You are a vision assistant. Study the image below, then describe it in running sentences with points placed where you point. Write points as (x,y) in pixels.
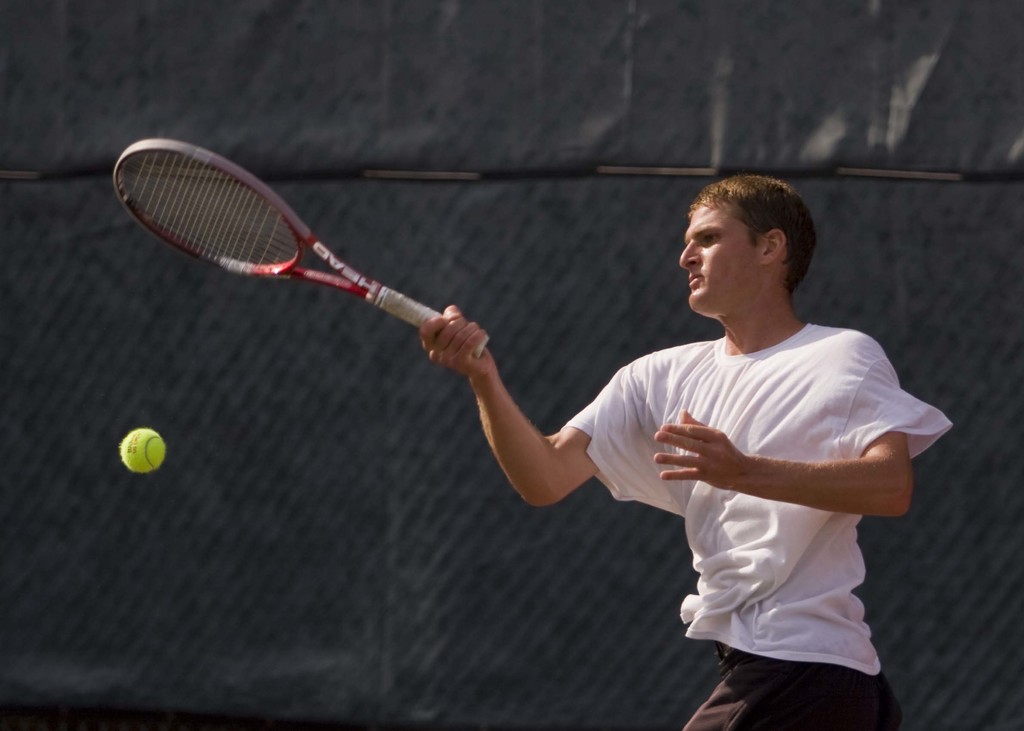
In the image we can see a man (765,494) standing, wearing clothes (745,596) and holding a tennis bat (234,228) in his hand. Here we can see a tennis ball (144,433) and the background (496,145) is dark.
